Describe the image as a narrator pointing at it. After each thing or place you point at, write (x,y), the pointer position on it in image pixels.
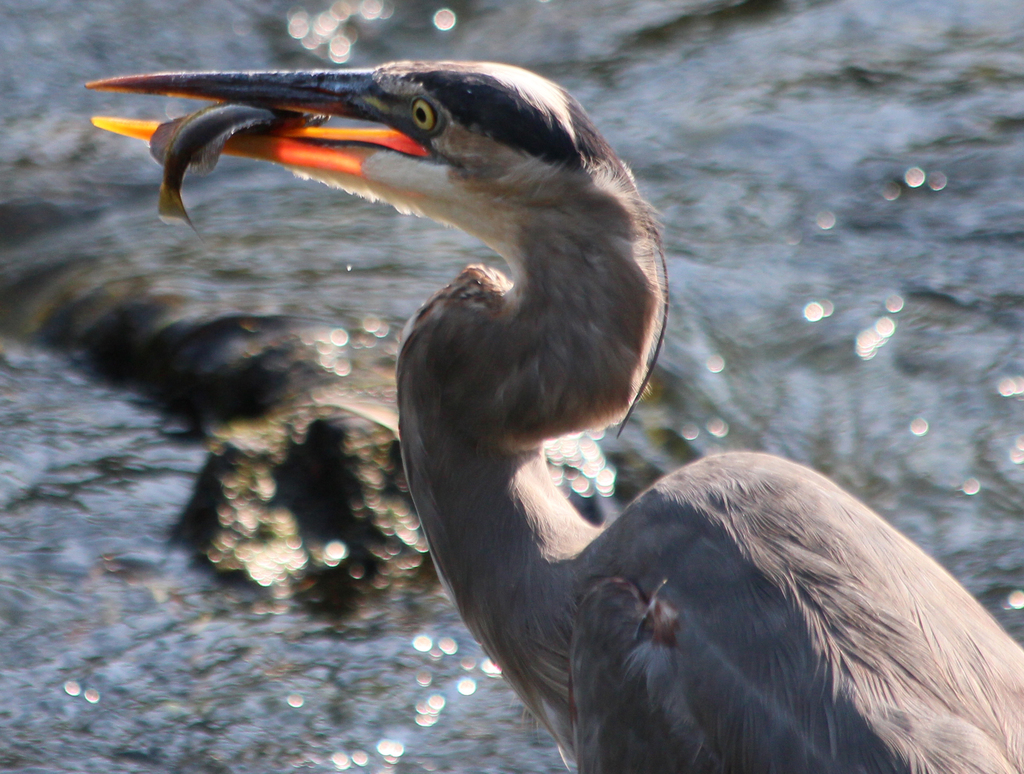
In this picture I can see a bird (515,314) in front (241,156) and I can see a fish (178,163) in its mouth (270,155) and I can see the water (15,117) in the background (807,350).
